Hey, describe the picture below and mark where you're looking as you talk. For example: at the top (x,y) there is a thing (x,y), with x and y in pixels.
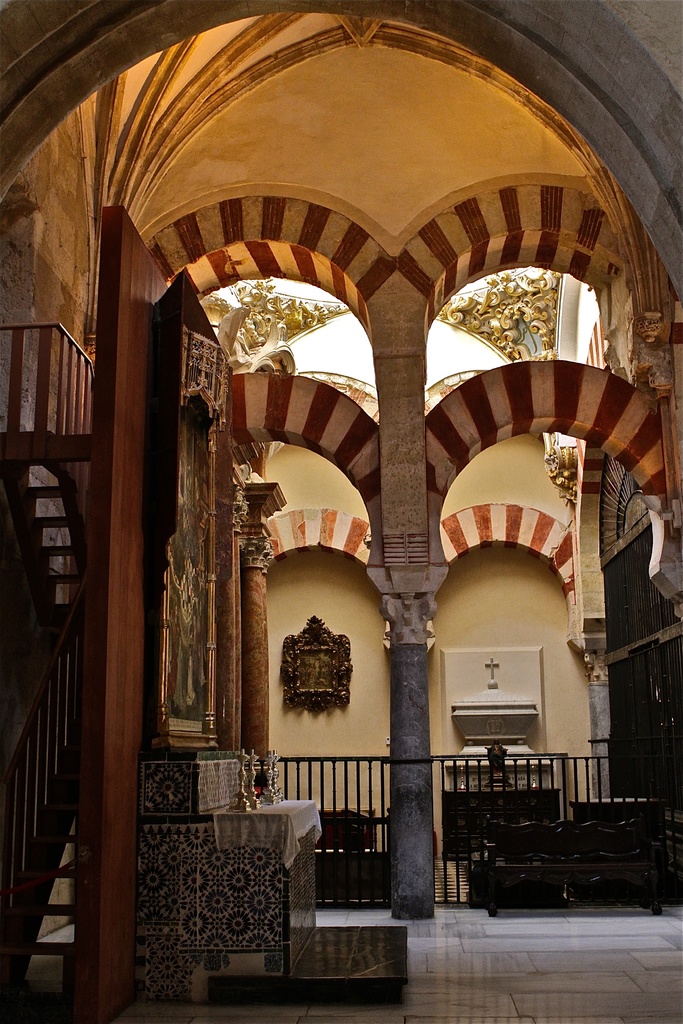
In this image on the left side (46,457) there is a staircase (68,498) and some boards (162,381) and some statues (246,792), pillars (403,652), railing (343,827) and at the bottom (534,937) there is a floor (553,924). In the background (513,545) there is a wall (503,552), and at the top (217,151) there is ceiling (280,141).
